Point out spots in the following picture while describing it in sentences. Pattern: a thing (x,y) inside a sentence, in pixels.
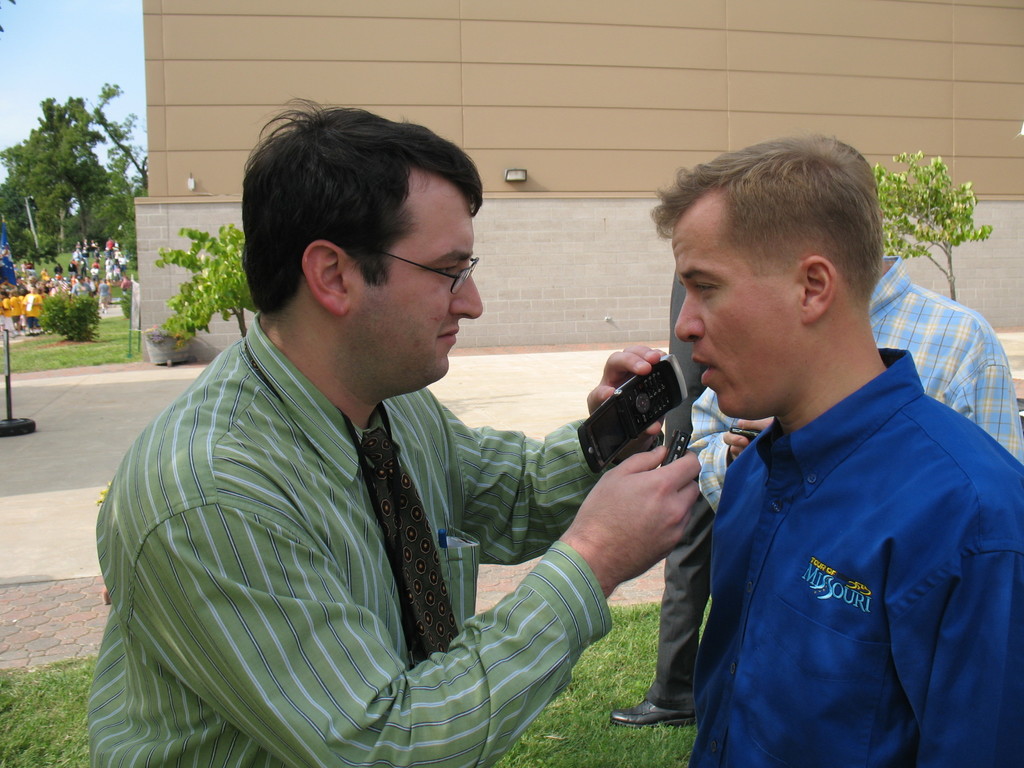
In this image I can see people (591,520) are standing among them this man (463,433) is holding some object (595,453) in hands (584,513). In the background (512,239) I can see a building (229,176), trees (106,224), plants (52,314), the grass (74,354), the sky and other objects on the ground (117,468).
